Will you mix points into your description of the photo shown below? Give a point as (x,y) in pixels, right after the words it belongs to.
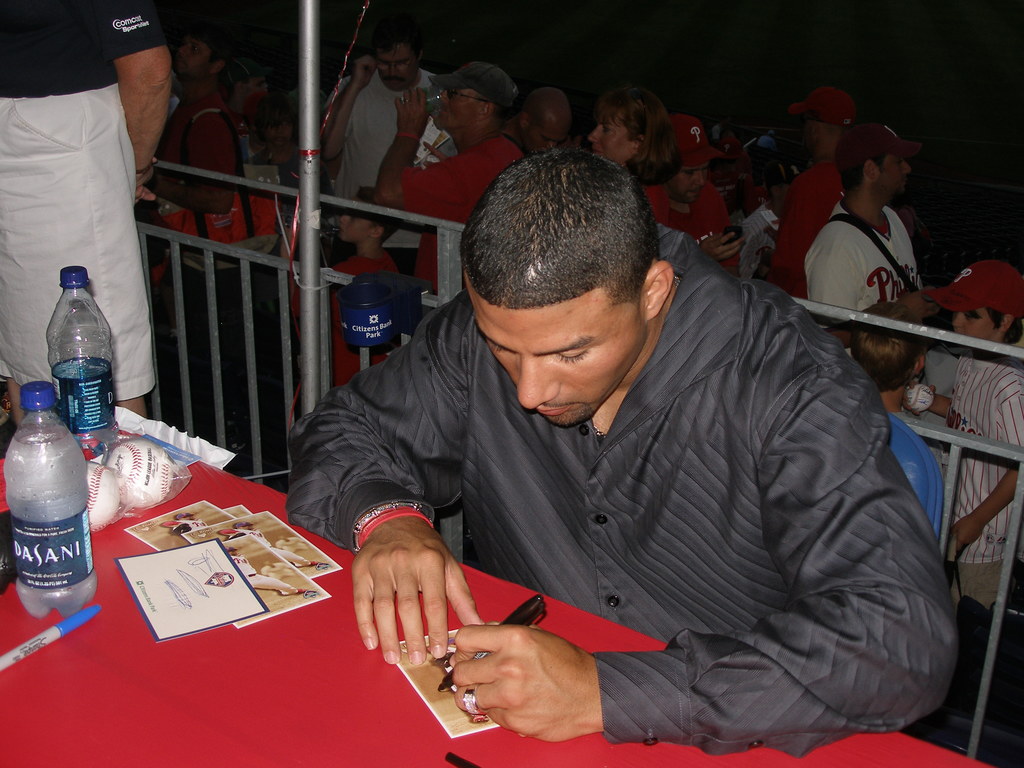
In this image in the foreground (381,487) there is one person (554,575) who is sitting, and he is writing something. In front of him there is a table (327,578), on the table (354,675) there are bottles (81,423), baseballs (136,488) and some cards (185,604), pens (67,628) and on the left side (78,233) there is another person (126,254). And in the background (378,353) there is a railing (362,353), pole (315,19) and some people (398,171).
